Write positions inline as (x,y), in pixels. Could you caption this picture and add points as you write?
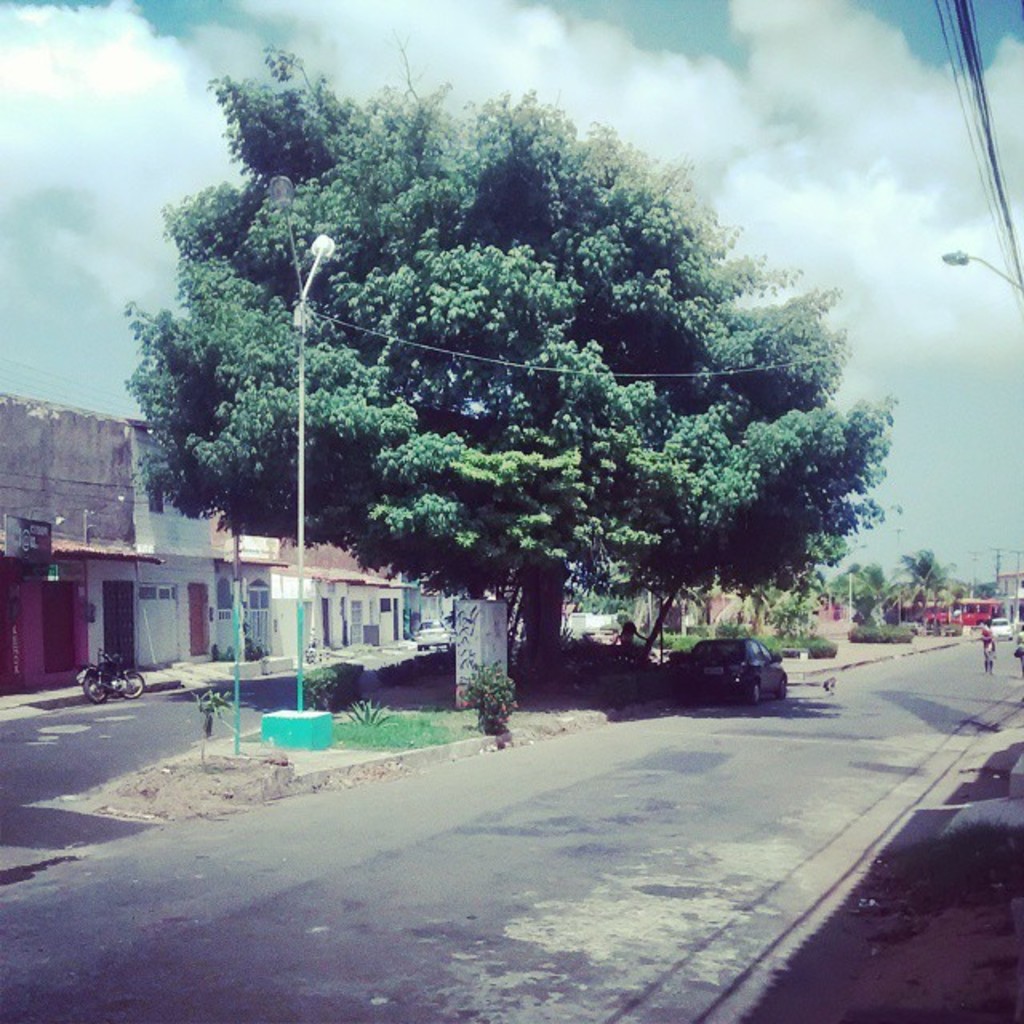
In the image we can see there are buildings (29,562) and trees (640,494). We can see there are even people (1023,657) wearing clothes (983,635). We can even see vehicles (726,670), electric poles (998,272) and electric wires (964,18). Here we can see the road (468,875), grass (362,746) and the cloudy sky (796,129).
